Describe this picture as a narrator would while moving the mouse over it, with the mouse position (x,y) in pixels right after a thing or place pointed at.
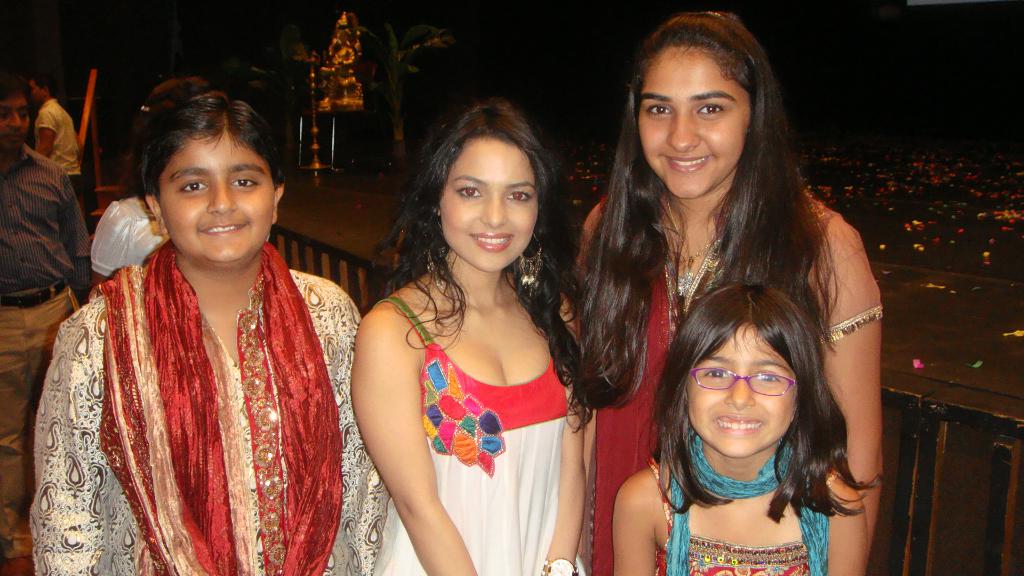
In this picture there are three girls (483,309) and one boy (135,526) standing in the front (520,336) smiling and giving a pose into the camera. Behind there is a decorative idol (357,90) and black color grill railing (936,493). On the left side (39,232) there is a man (2,218) wearing blue color shirt (38,247) and standing behind.
